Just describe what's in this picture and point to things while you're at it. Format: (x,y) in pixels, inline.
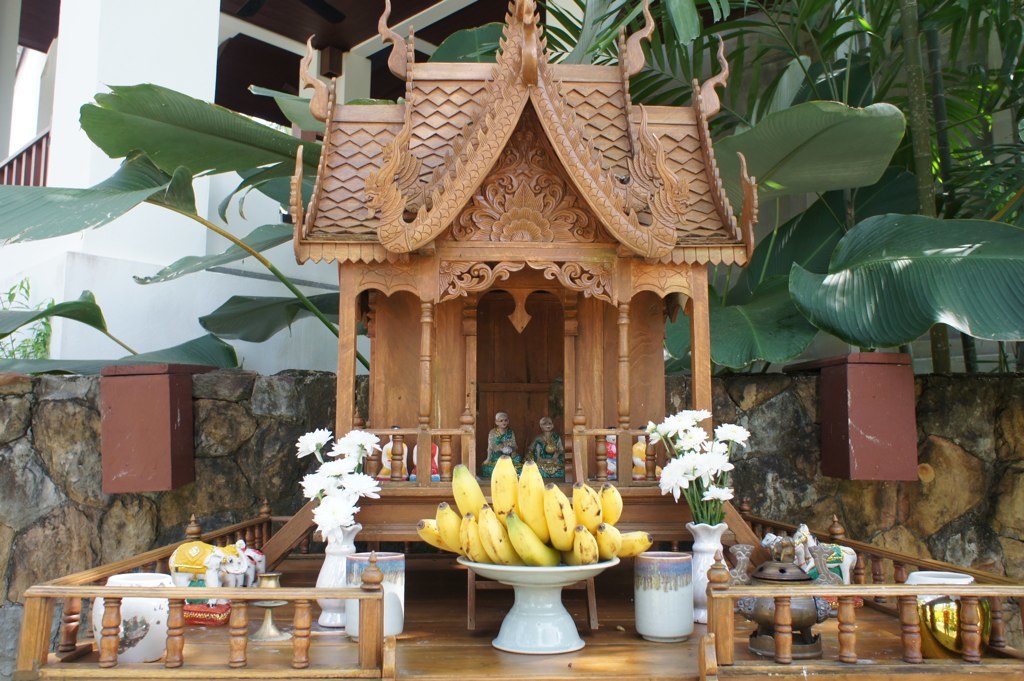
In this image, we can see a wooden house (395,536), railing (367,661), some toys (208,563), flower vases (717,540) with flowers (704,470), glasses (666,611), bowls (566,624). Here we can see a bunch of bananas (526,544) are placed on the white bowl (530,581). Background (252,433) we can see stone wall (265,433), house (189,19), trees (197,172), pillar (182,66).
